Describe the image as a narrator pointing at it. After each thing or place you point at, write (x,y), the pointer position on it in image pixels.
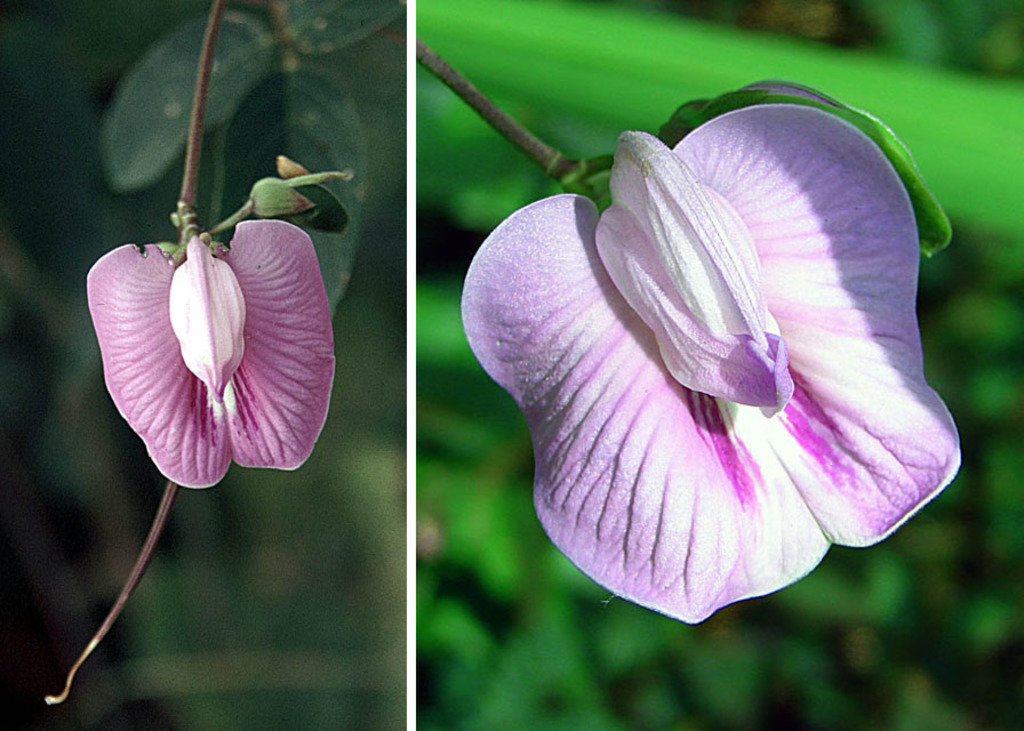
It is a collage picture. In the center of the image (637,466) we can see flowers (650,555), which are in pink color. In the background (467,348) we can see plants (467,348).
